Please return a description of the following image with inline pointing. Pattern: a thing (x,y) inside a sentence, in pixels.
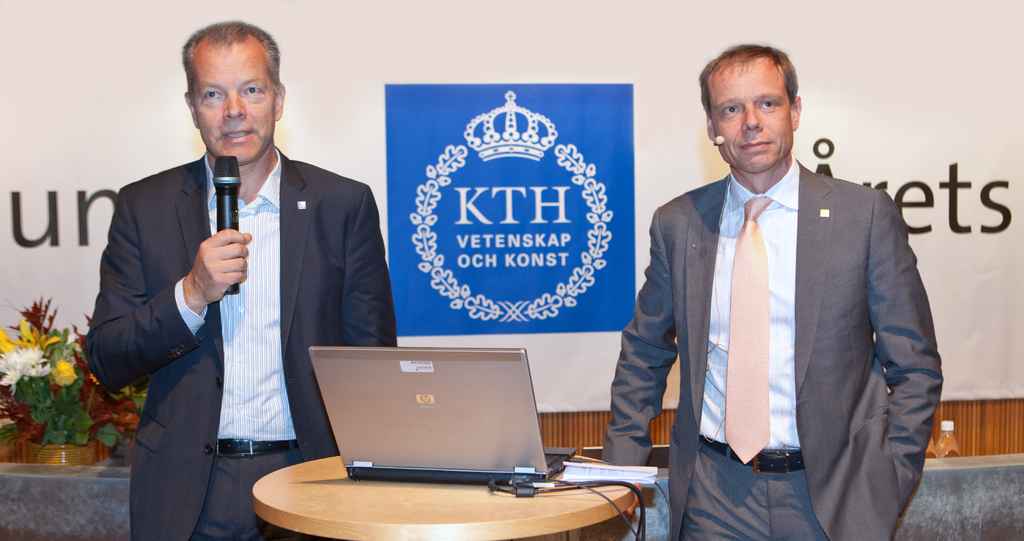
In this image we can see two persons (265,200) with mics (232,215). There is a table (452,507). On the table (467,508) there is a laptop (428,430) and paper (633,467). In the back (451,76) there is wall (398,61) with poster (494,148) and text (59,212). Also there is a vase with flower bouquet (56,400).
